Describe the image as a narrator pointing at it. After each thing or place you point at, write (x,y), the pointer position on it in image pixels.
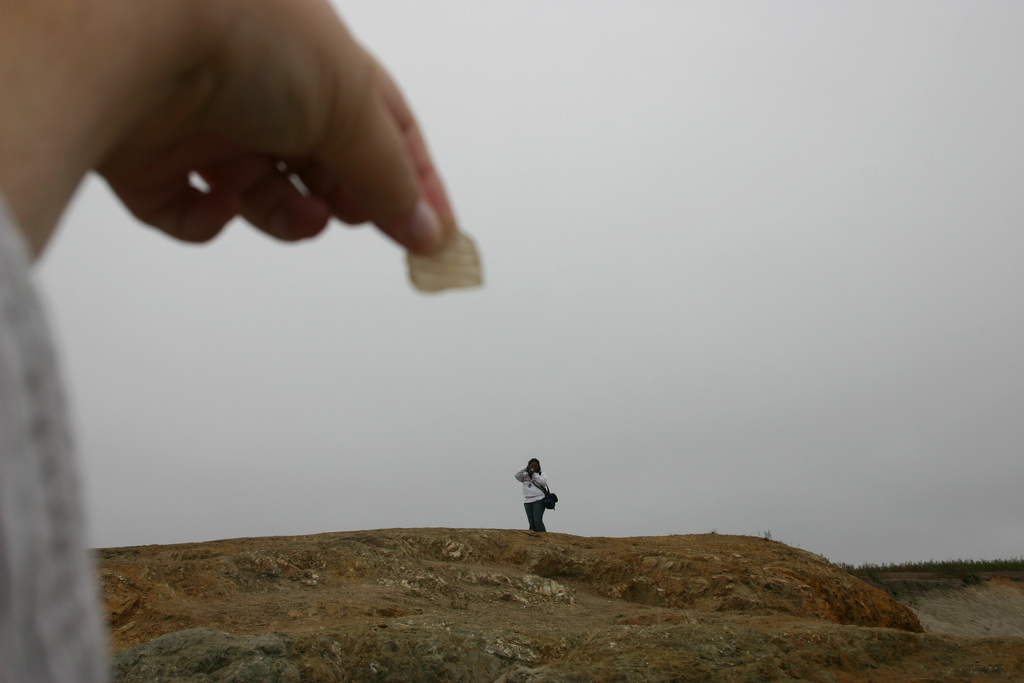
This image consists of two persons (525,483). On the left (36,230), there is a person (4,483) is holding an object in the hand (168,197). In the middle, there is a woman (541,475) holding a camera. At the bottom (485,613), we can see the ground (558,613) along with the rocks (386,673). At the top (835,213), there is a sky (834,322).
